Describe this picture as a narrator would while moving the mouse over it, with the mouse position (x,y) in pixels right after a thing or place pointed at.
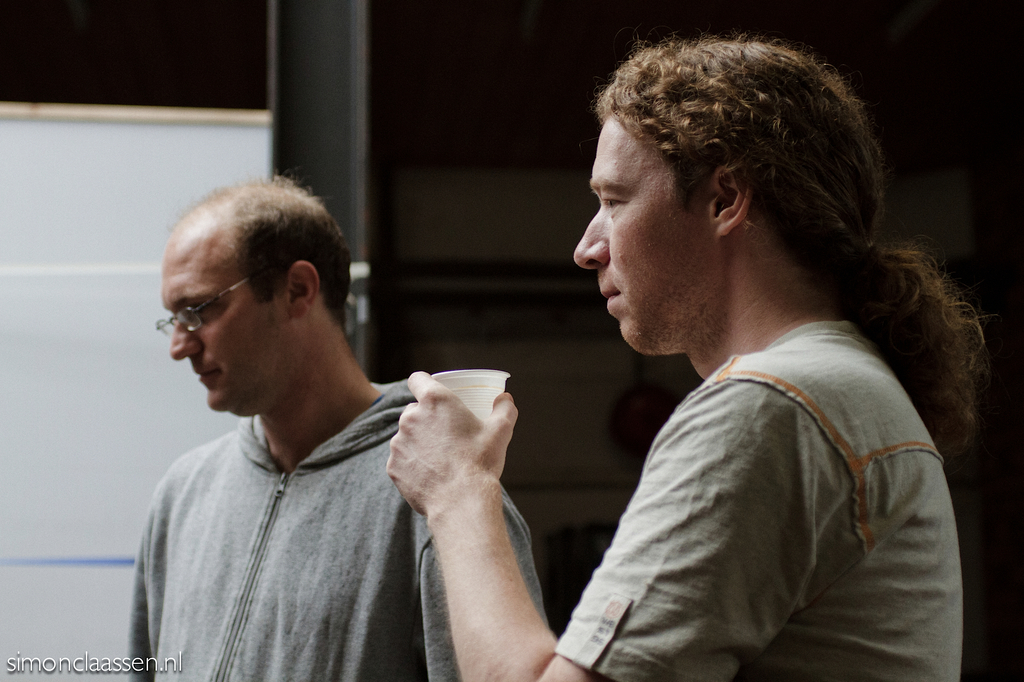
In the picture I can see two men (450,416) are standing among them the man (437,396) on the right side (734,521) is holding a glass (456,391) in the hand (439,433). On the bottom left side of the image (61,666) I can see a watermark (61,666).
